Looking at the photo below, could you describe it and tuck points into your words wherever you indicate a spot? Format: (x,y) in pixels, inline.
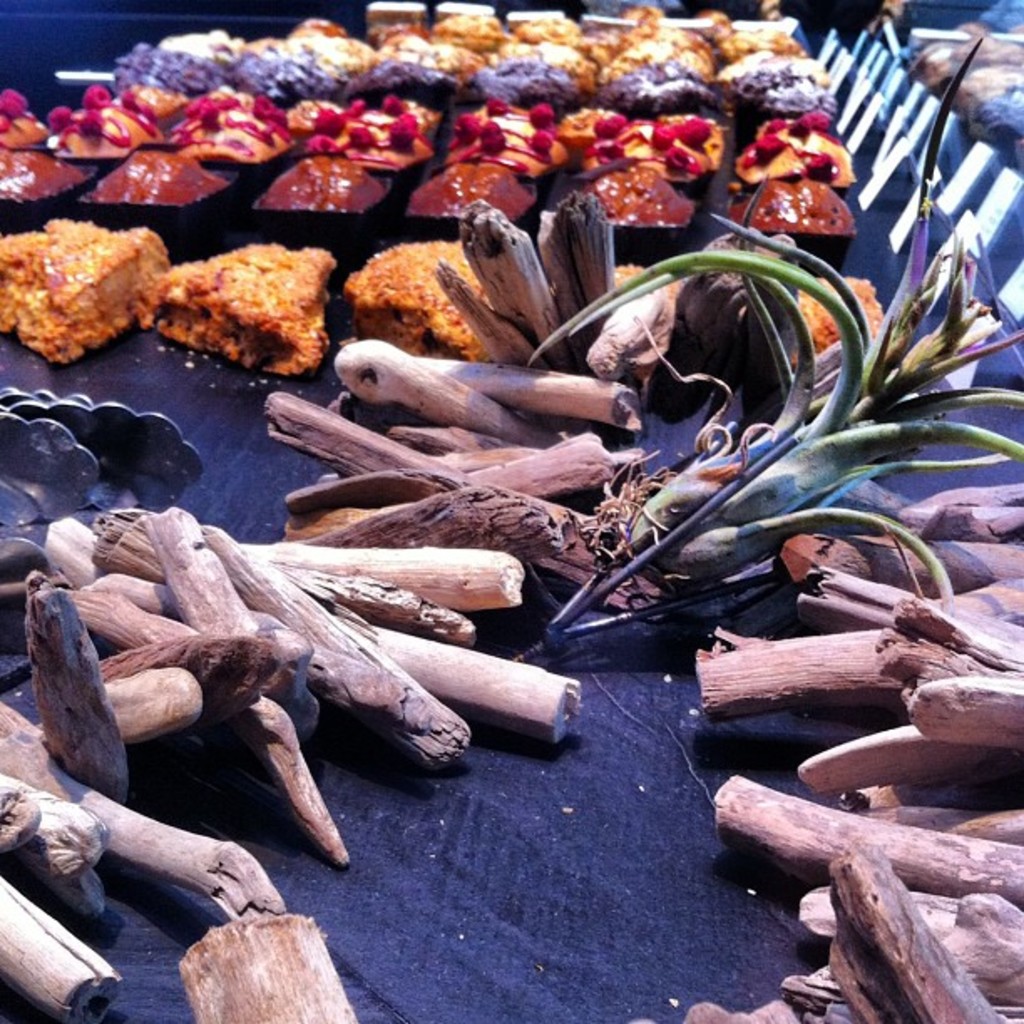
In this image we can see food items (317,199), wood (718,329) placed on the table (288,457).
